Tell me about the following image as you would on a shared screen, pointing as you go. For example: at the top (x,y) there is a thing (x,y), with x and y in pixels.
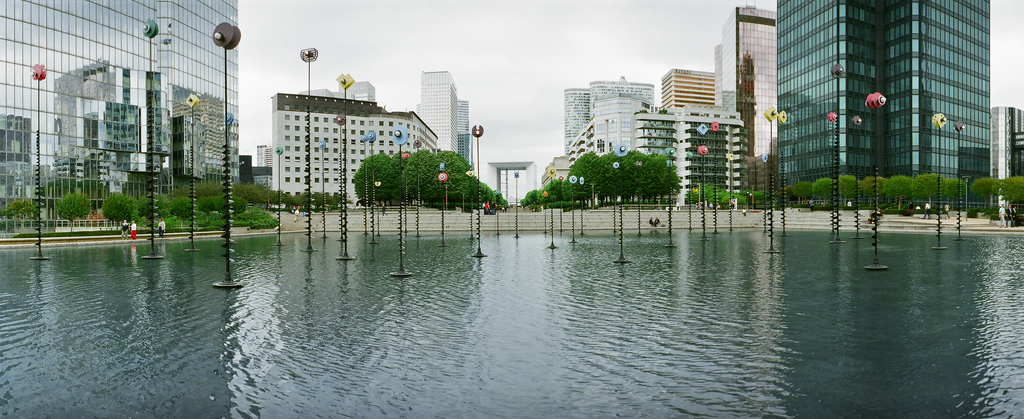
There are poles (324,184) present on the surface of water (400,281) as we can at the bottom of this image (510,325). We can see trees (389,160) and buildings (749,157) in the middle (520,165) background (586,162) and the sky (523,66) is at the top of this image (476,47).
